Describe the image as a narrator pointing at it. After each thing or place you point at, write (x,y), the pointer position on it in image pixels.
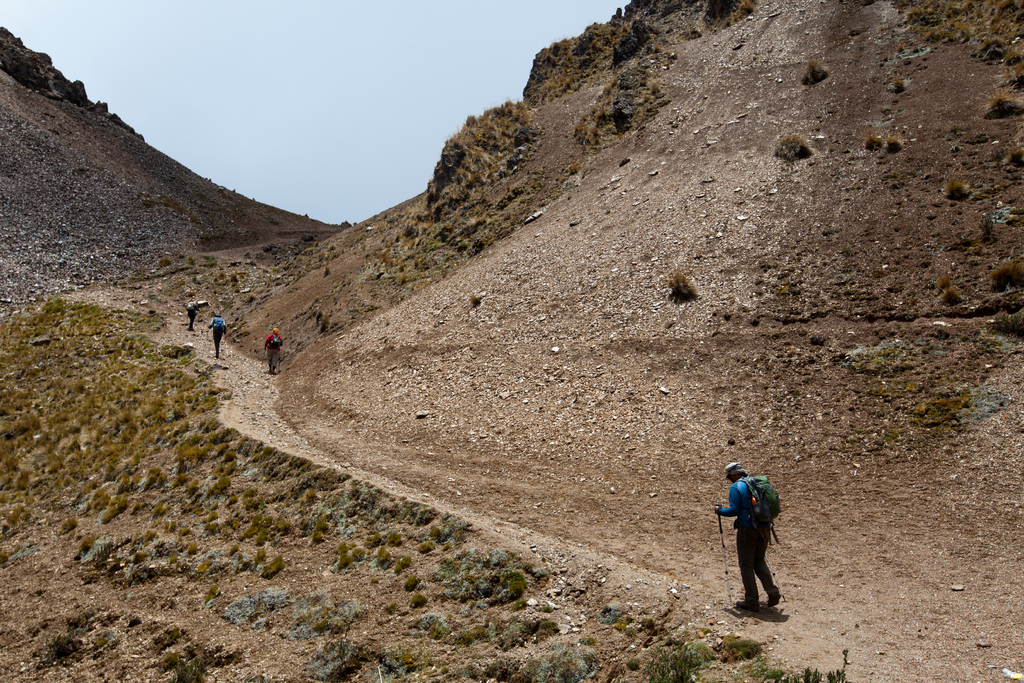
In the center of the image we can see people (190,312) walking. In the background (152,195) there are hills (151,210) and sky (331,67).
